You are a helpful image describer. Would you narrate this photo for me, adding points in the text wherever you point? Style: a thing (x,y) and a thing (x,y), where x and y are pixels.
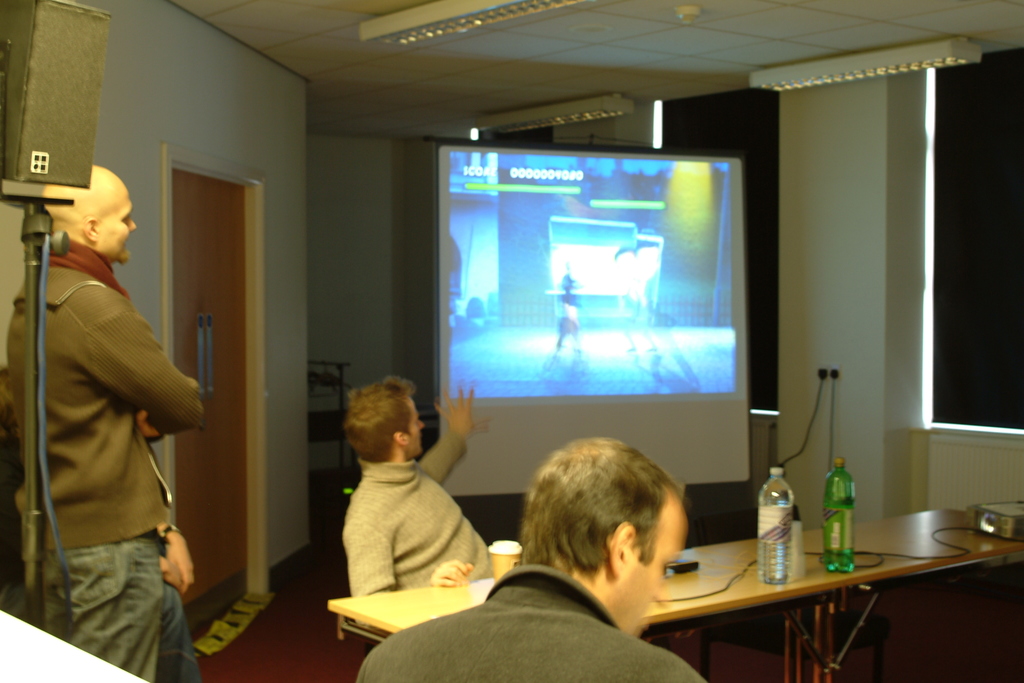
At the top (748,26) we can see the ceiling (951,18) and the lights (759,72). In this picture we can see a projector screen (719,182). We can see a man (145,357) is standing near to a door (184,307). On the left side (61,154) we can see a speaker (76,154) on a stand (38,225). We can see men (476,679) near to a table (876,530) and on the table (907,535) we can see bottles (842,537), projector device (1021,501) and few objects (501,572). On the right side of the picture (954,371) we can see the window blind (957,381). Far we can see a black object (318,423) on the floor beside to a screen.
